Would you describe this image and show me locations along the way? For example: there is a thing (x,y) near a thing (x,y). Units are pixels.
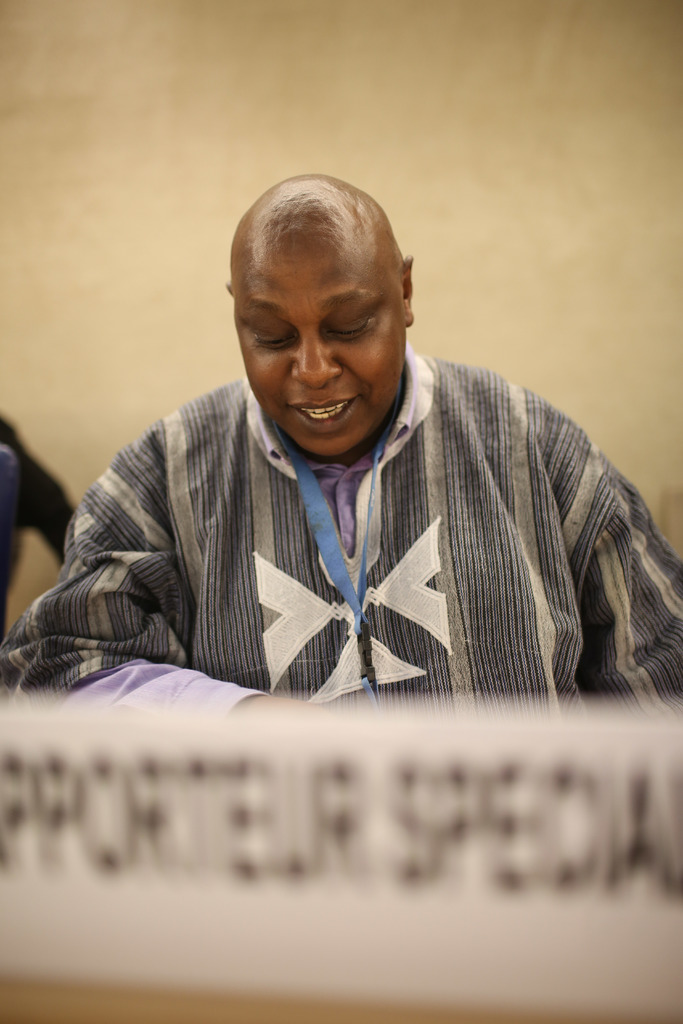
There is a name board (454,798) on the table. In the background (236,506), there is a person (239,497) sitting on a chair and there is wall (192,41).
